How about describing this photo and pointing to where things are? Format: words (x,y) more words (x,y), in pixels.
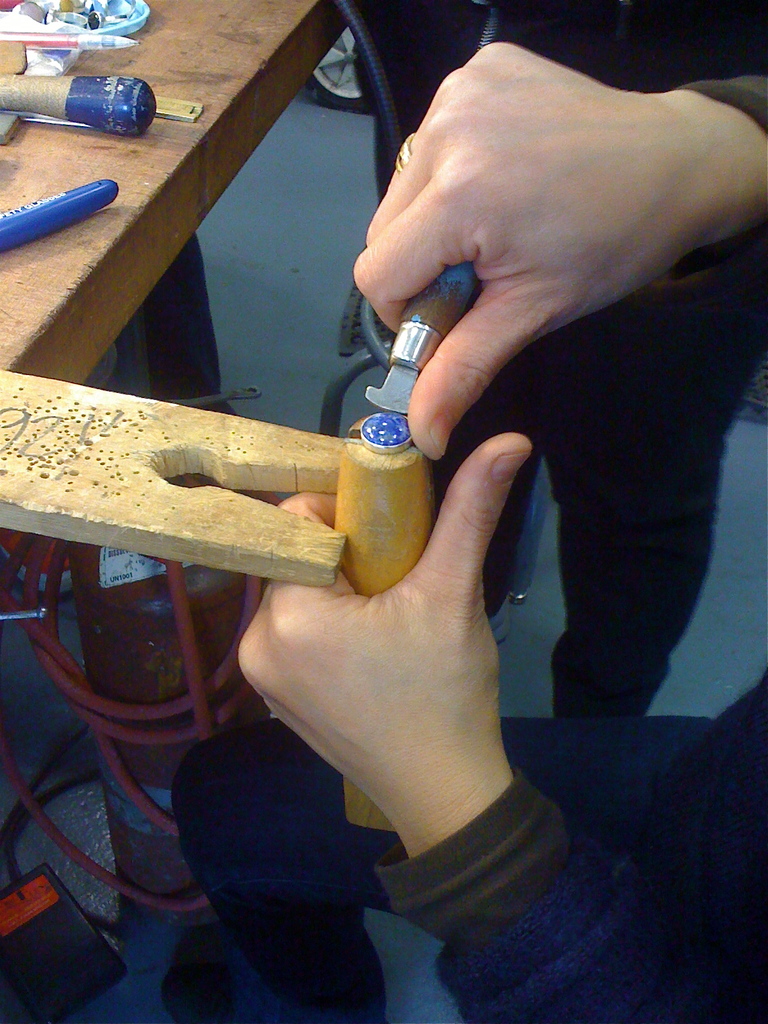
In this image there is a person (389,652) setting a stone (380,433) in the ring (388,451) with the tool (441,318). In front of them there is a wooden table (169,232) on which there are tools (86,117). At the bottom (123,735) there is a cylinder (125,672) with the pipe (96,701). On the right side (560,38) there is another person (618,49) who is standing on the floor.
